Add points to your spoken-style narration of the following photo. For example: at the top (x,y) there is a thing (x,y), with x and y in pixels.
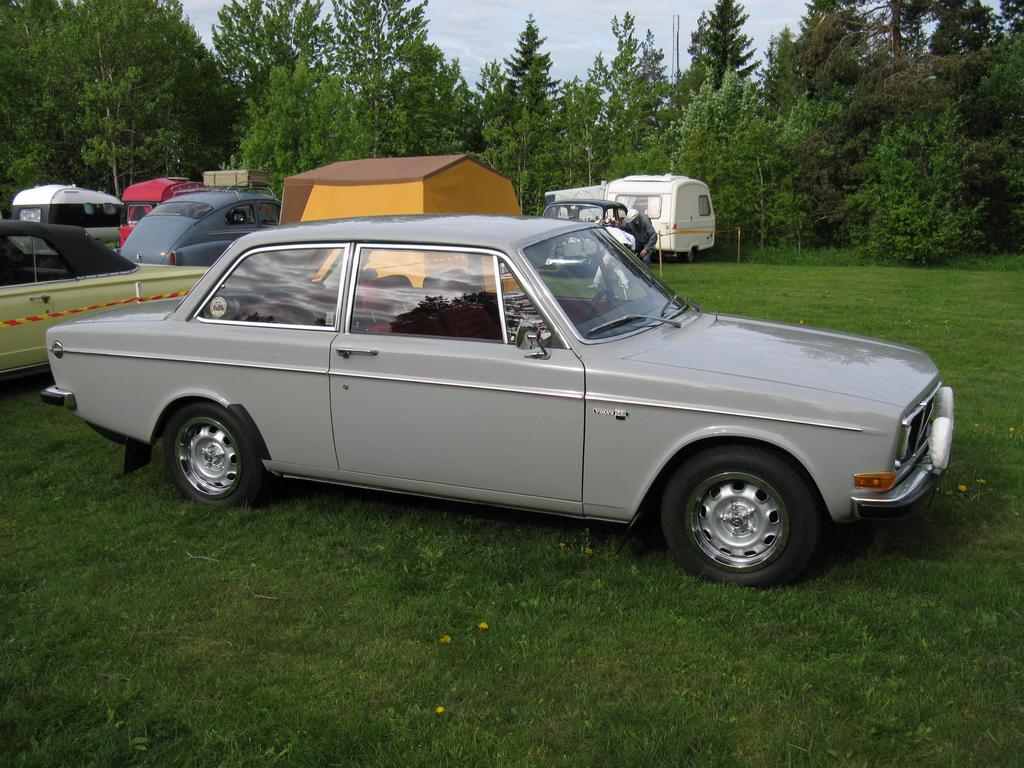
In this image, we can see vehicles (446,358), a tent (346,193) and a person (640,237) and some poles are on the ground (372,649). In the background (474,99), there are trees (428,50) and at the top (540,26), there is sky (550,38).
